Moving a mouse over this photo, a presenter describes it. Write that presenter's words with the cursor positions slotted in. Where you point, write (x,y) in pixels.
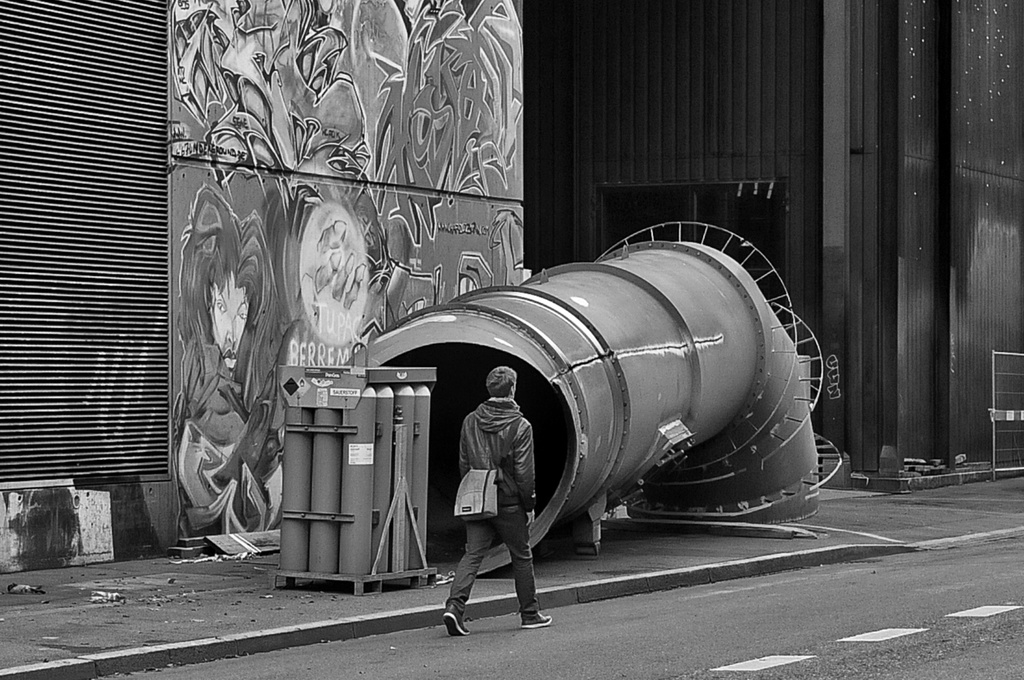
This is a black and white image. In this image we can see a man (516,504) wearing a bag (471,507) is walking on the road (724,637). Near to the road (724,637) there is a sidewalk (207,567). On that there is a pipe (706,285). Also there is an another object (369,464) with cylinders (351,488). And there is a wall (142,217). On the wall (186,176) there is a graffiti (312,189) on the board (317,247).
